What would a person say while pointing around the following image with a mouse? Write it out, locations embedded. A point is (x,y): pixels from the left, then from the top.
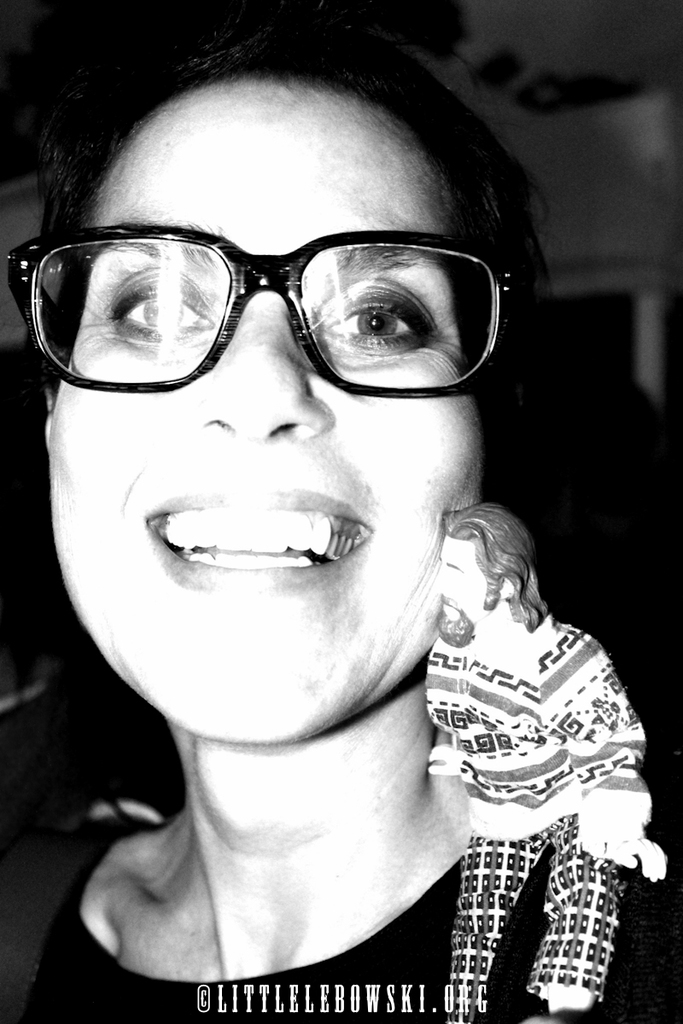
This is a black and white image. There is a woman (278,485) wearing spectacles (386,376) and there is a sculpture (531,746) on her left shoulder (676,1014).
